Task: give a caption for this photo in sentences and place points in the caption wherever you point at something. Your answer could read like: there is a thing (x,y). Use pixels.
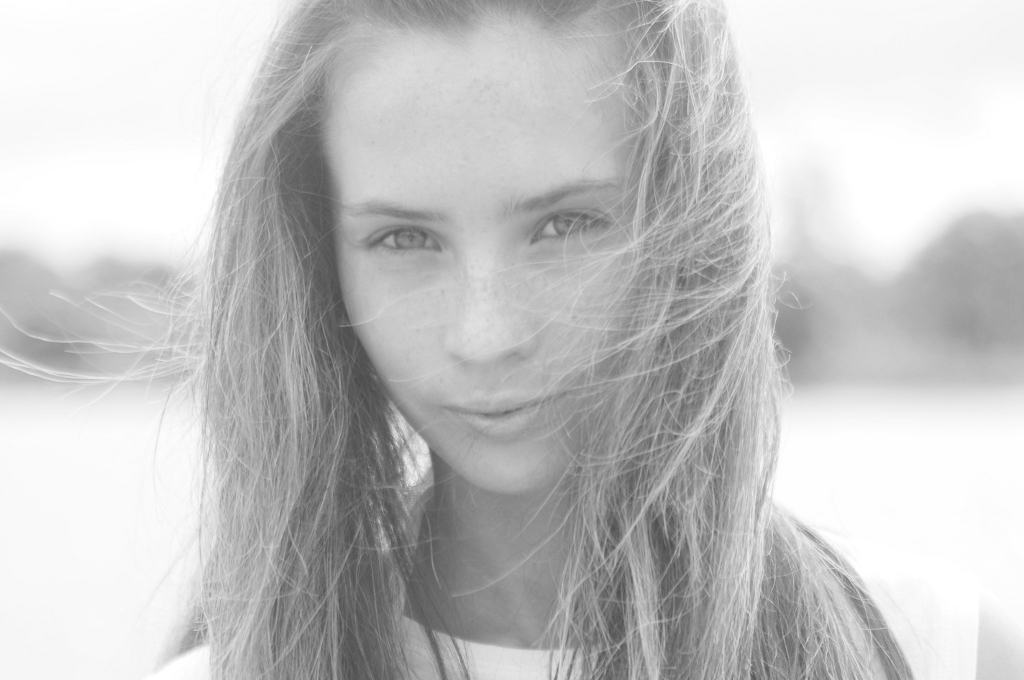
In this image, we can see a woman (579,528) is smiling. Background (998,523) there is a blur view.
